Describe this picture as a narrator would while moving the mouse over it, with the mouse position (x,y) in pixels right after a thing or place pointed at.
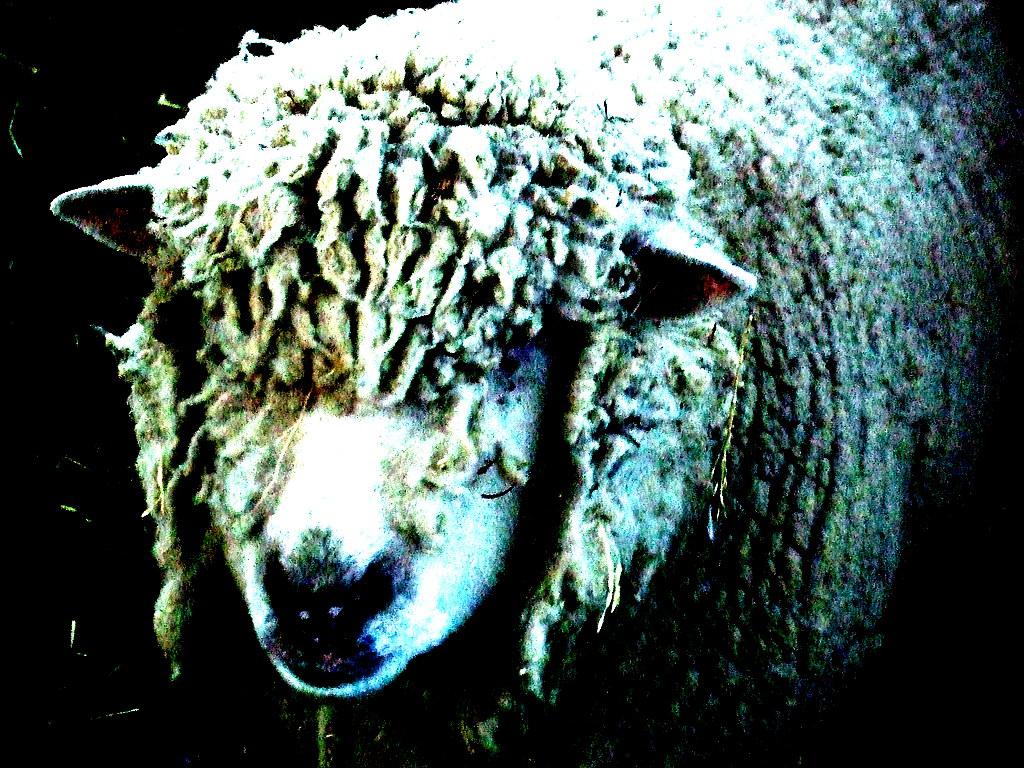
In the center of the image (558,444) we can see an animal (602,481). And we can see the dark background (136,88).
